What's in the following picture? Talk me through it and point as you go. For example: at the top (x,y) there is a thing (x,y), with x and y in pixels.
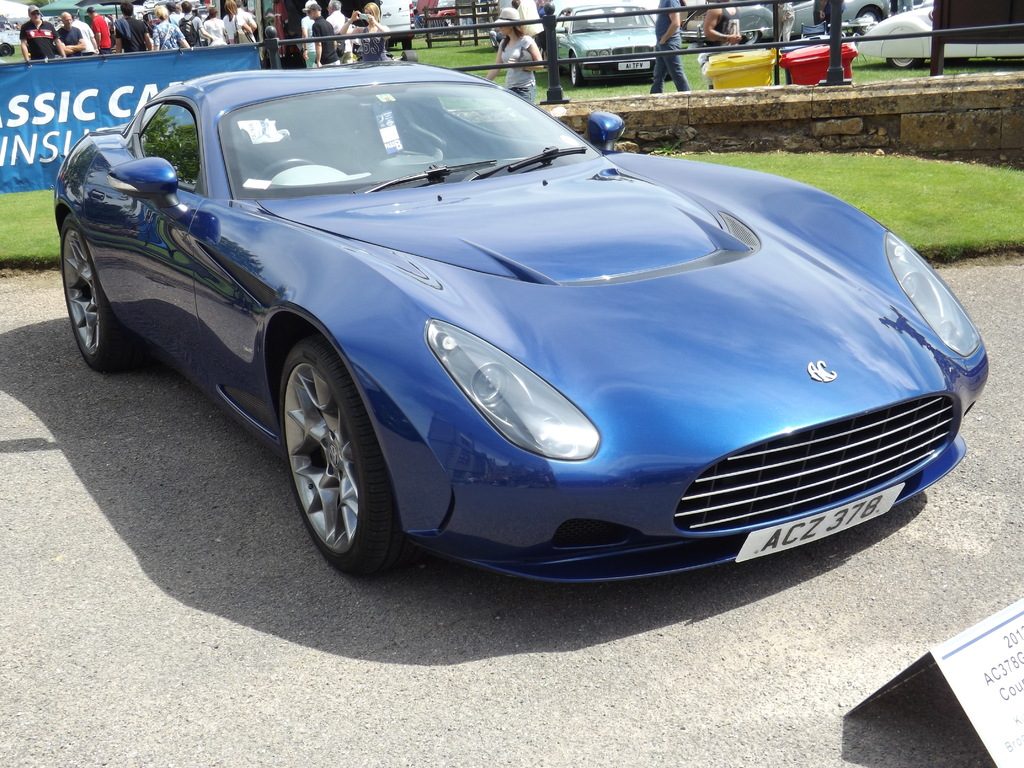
In this picture we can see a name board (1001,684), car (443,71) on the road (117,650) and in the background (373,34) we can see a banner (13,89), fence (611,56), wall (806,91), grass (560,79), bins (756,78), vehicles (592,53) and some objects (53,11) and a group of people (162,35) standing.
